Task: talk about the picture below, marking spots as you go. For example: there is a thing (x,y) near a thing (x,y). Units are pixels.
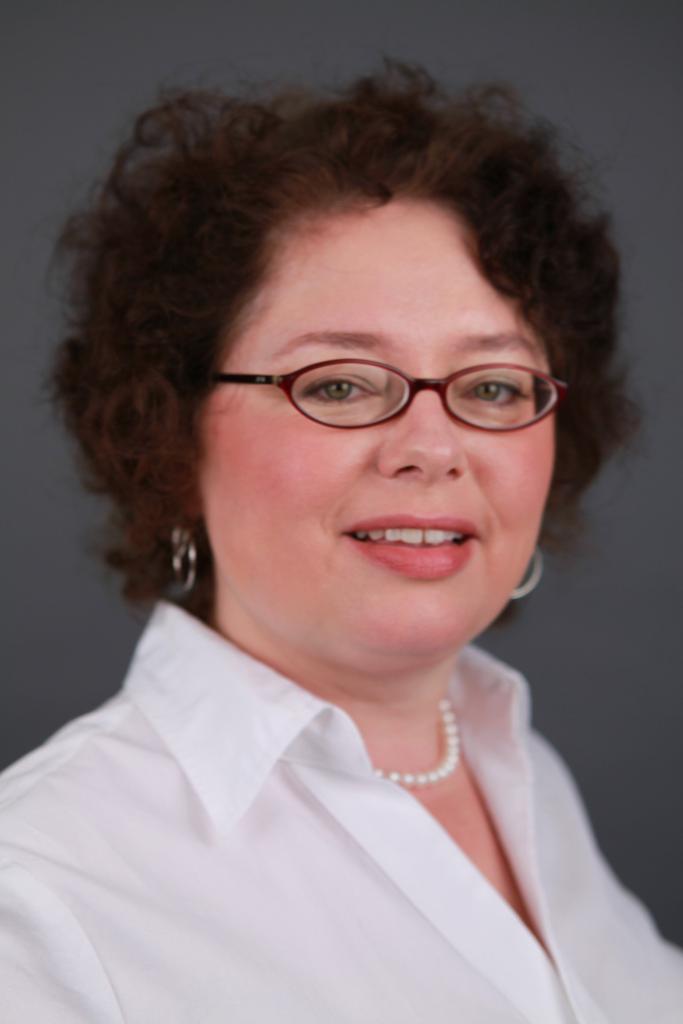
In this image there is a woman (341,878). She is smiling. She is wearing spectacles (298,374), earrings (190,577) and a necklace (435,779). The background (34,84) is blurry.
